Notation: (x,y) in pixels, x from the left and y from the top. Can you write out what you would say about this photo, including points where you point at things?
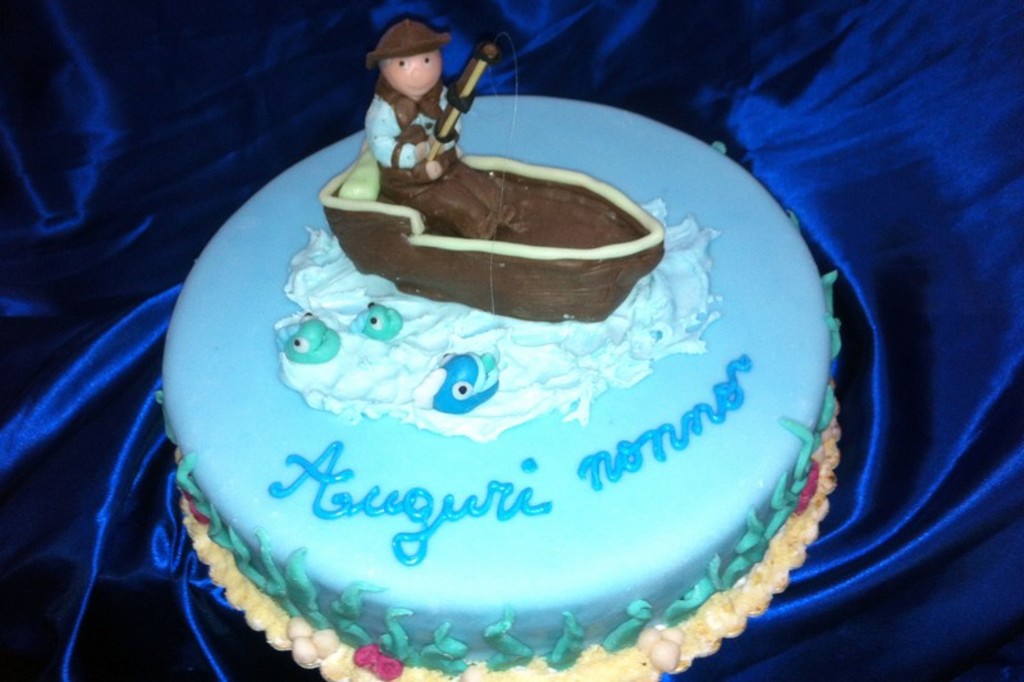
In this image we can see a cake (737,339) which is on the blue color cloth (761,666). On the cake (605,495) we can see something is written on it.
